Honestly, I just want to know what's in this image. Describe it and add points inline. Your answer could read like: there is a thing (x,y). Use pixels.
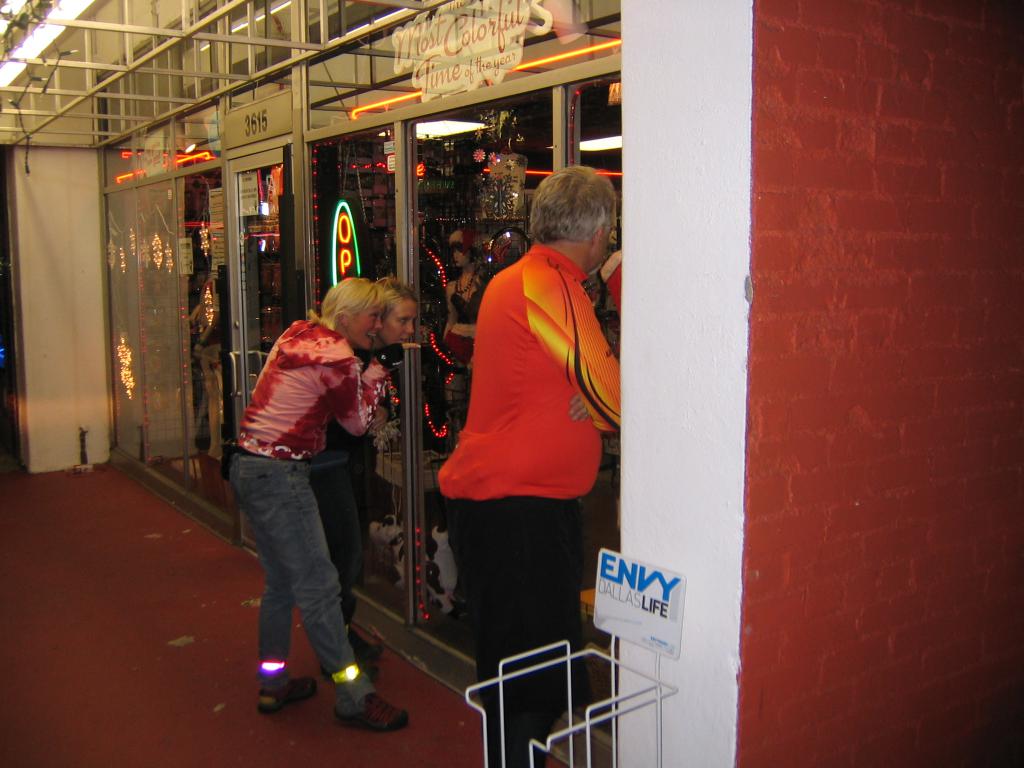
In the middle of the picture (595,387), we see a man (526,371) in orange jacket (466,475) is standing. Beside him, we see two women (342,440) are standing. Beside the man (548,327), we see a wall (718,424) in white and brown color. Beside that, we see an object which looks like an iron basket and a board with some text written on it. In front of them, we see a glass door (487,199) from which we can see many items (361,209). At the top (100,9), we see the roof (153,30) of the building (289,103) and we see some text (508,24) written. At the bottom (138,643), we see a red carpet (107,559). This picture might be clicked in the stall (163,290).
